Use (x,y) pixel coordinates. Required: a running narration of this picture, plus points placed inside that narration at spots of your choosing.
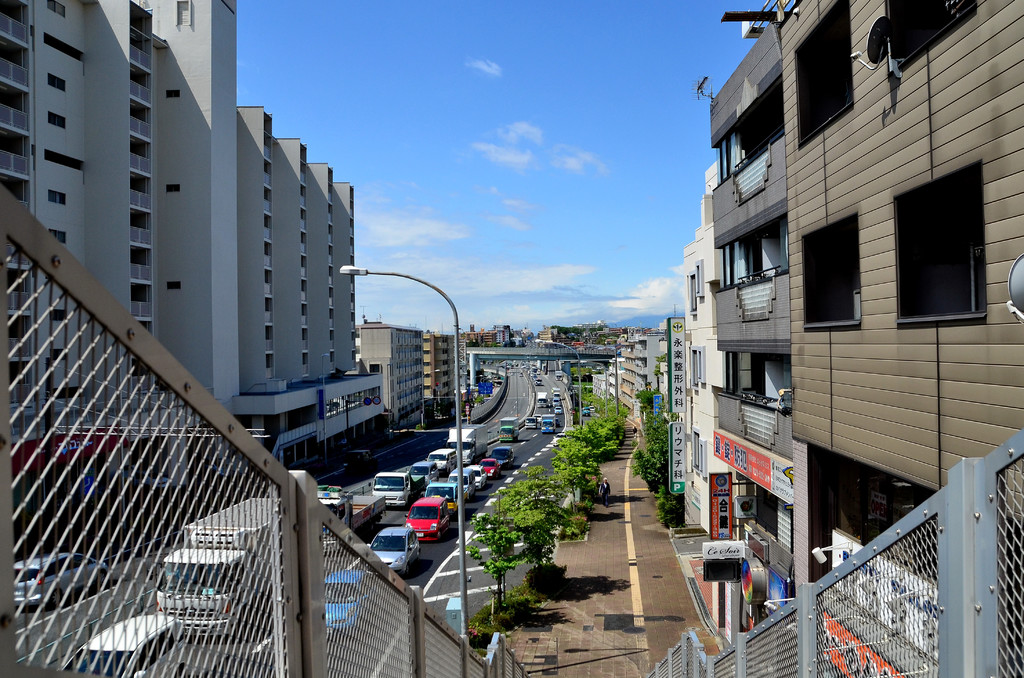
In this image there are few vehicles (374,484) passing on the road (418,451), on the either side of the road (378,466) there are trees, buildings (395,366) and a lamp post (458,468).
